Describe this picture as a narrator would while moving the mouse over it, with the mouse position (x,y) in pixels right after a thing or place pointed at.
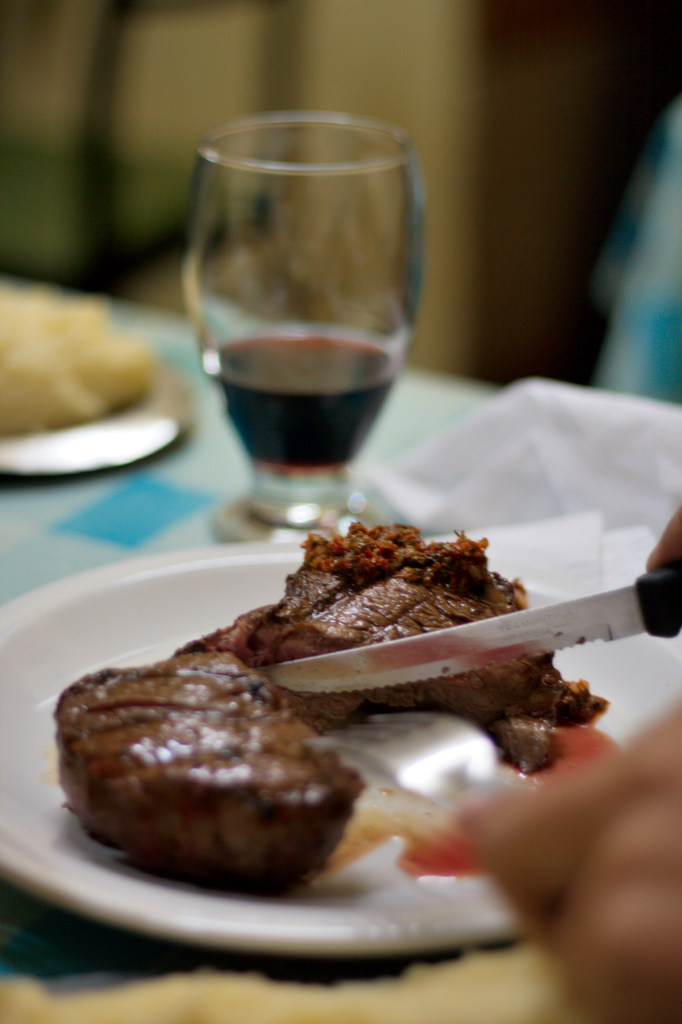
In this picture there is an edible (177,775) on the plate (613,652) and there is a person (680,540) holding a knife (525,630) and placed it in between the edible (243,638) and there is a glass of drink (320,354) in beside it and there are some other objects (131,360) in the background (101,412).
